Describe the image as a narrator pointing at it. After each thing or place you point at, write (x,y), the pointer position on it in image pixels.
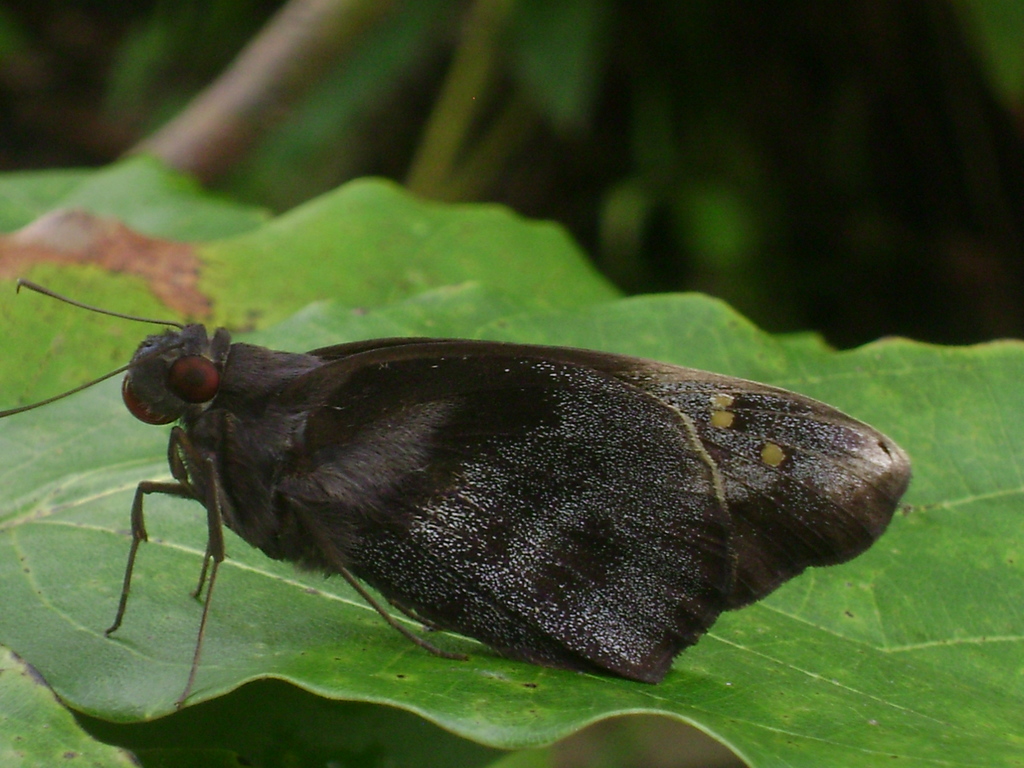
In the middle of the image (473,379) we can see an insect (459,466) on the leaf (265,339) and we can see blurry background (536,157).
